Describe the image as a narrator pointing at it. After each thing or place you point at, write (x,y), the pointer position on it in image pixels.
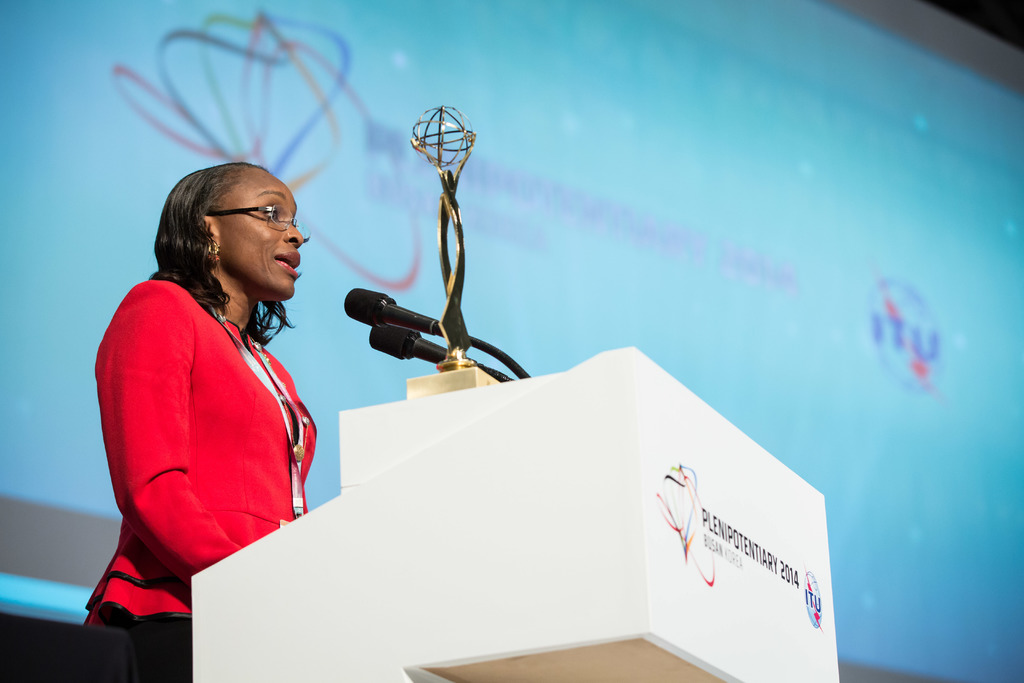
In this image I can see a woman (180,346) standing and wearing red color dress (217,447). In front (530,466) I can see white color podium (516,485). We can see mics (388,324) and trophy (450,197). Back I can see a blue color screen (680,138).
